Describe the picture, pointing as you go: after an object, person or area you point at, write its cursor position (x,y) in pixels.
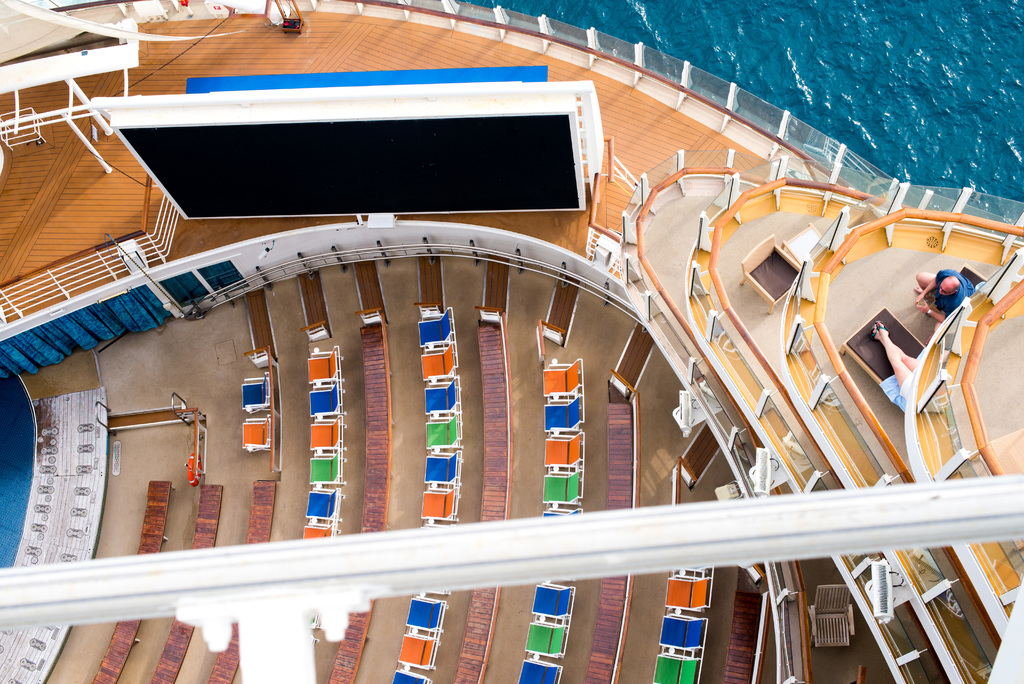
In this image I can see a ship (488,267) which is brown and white in color on the surface of the water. I can see two persons (945,311) sitting on chairs (897,329) in the ship (964,330), a black colored board (300,152) and few chairs (314,412) which are orange, blue and green in color. To the top right of the image (921,6) I can see the water (876,124).
